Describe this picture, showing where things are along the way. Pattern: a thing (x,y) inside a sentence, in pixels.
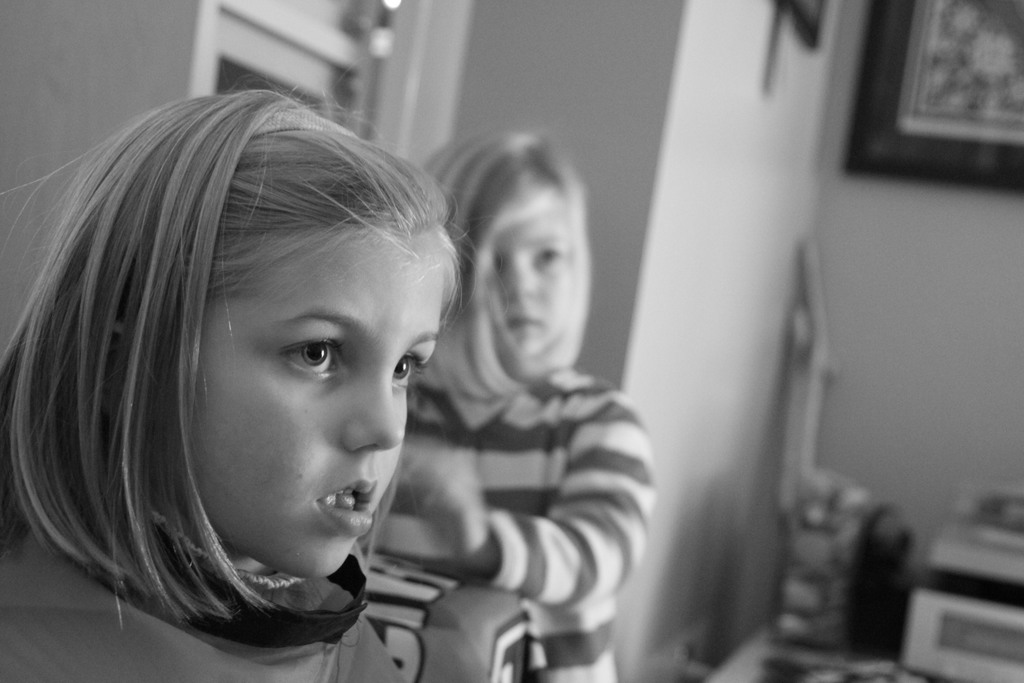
In this image I can see two kids (349,223) on the left hand side of the image (323,212). I can see a wall (691,436) behind them with a wall painting (907,61) I can see a window (342,99) and some other objects (815,511) with a blurred background (812,549).
